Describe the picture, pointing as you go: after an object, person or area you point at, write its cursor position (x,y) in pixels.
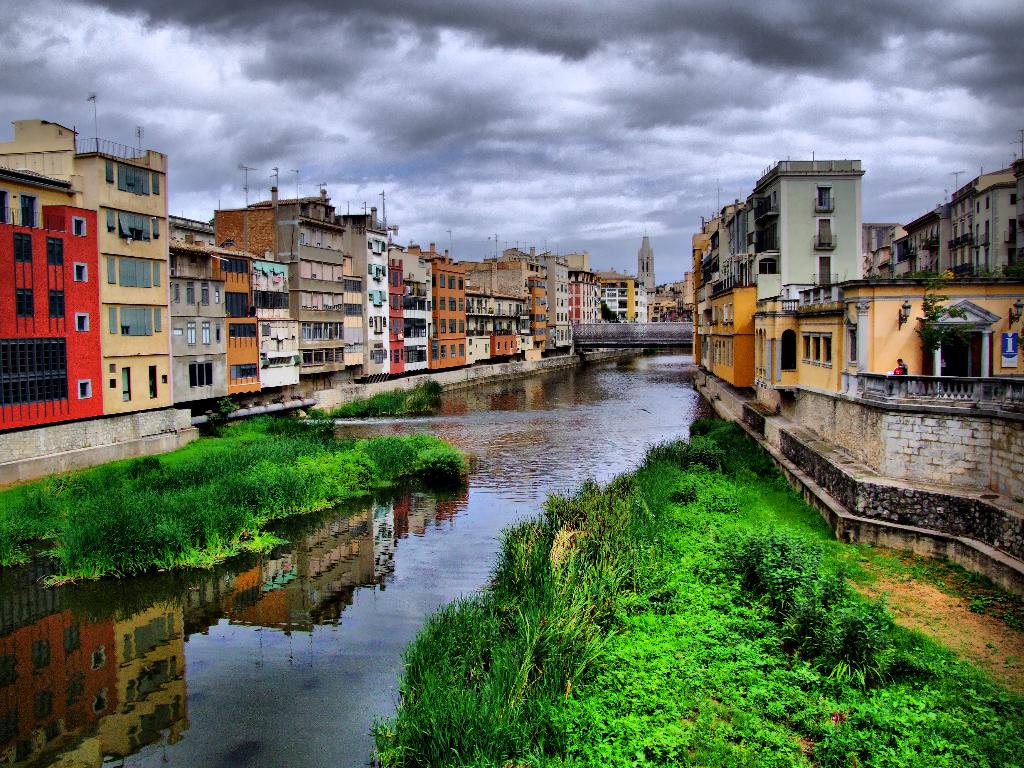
In this image I can see few buildings (375,310), windows (192,336), bridge (650,341), water (586,389), sky (503,62), plants (649,654) and the grass (620,754).
